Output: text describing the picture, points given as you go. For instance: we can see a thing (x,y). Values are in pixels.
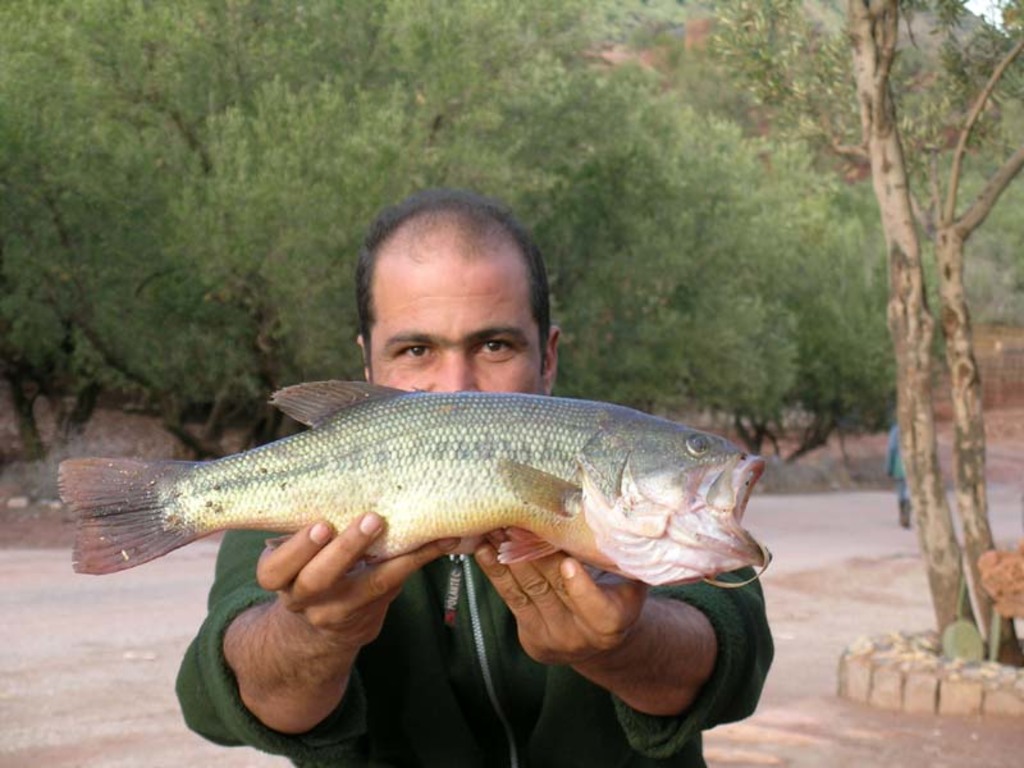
In this picture I can see a man (275,682) holding a fish (477,497), and in the background (681,189) there are trees (234,207).
